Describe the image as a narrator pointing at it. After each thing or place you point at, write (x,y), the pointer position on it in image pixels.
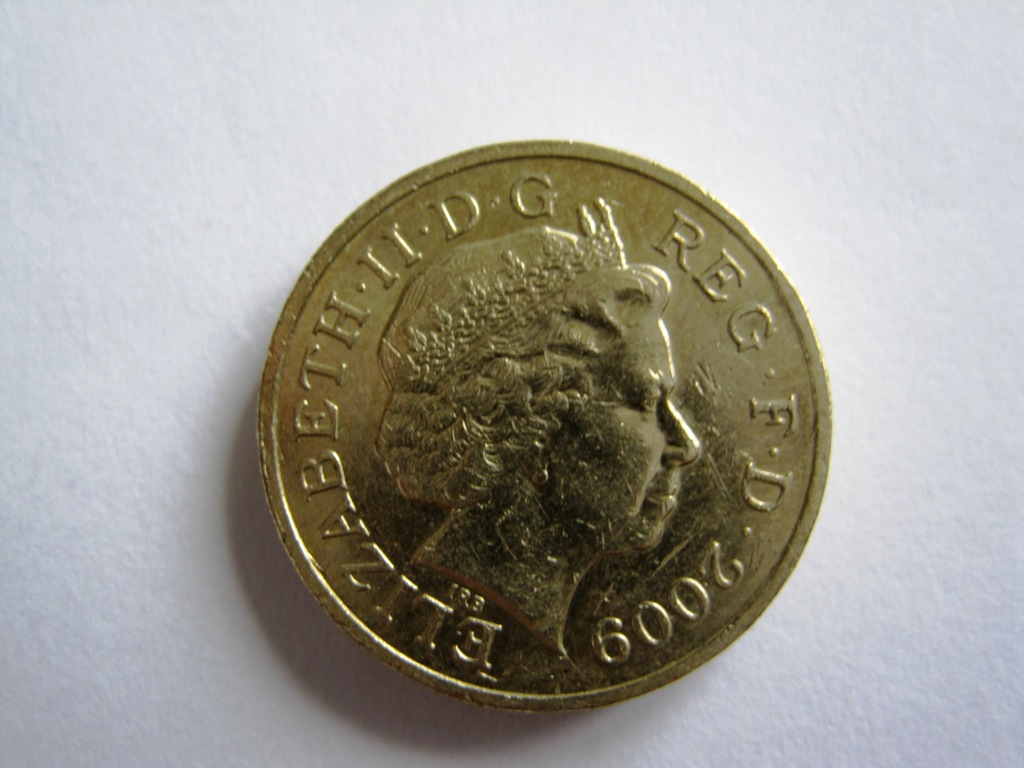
In this image there is a coin (417,425), there is a woman (496,334) on the coin (551,342), there is text (459,588) on the coin (396,376), there is a number (697,594) on the coin (599,555), the background of the image (280,654) is white in color.
